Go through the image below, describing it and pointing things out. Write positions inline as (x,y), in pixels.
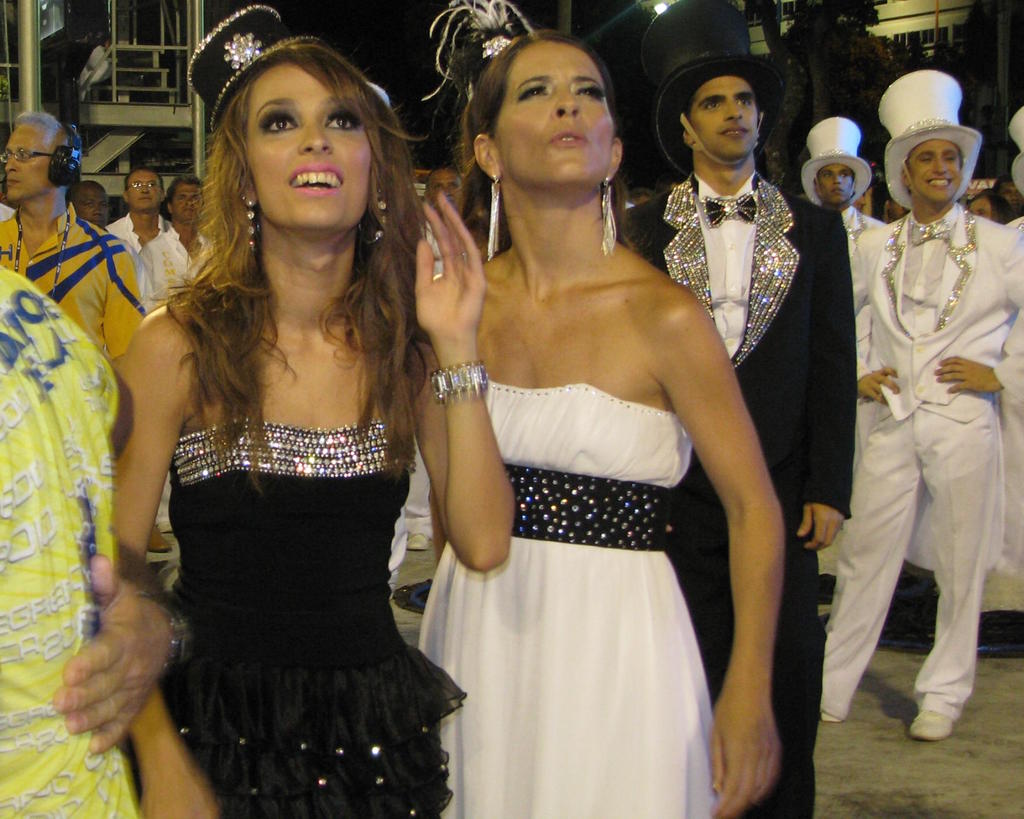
In this picture there are people (390,478). In the foreground (479,573) there are two women (482,546) in black and white dress (578,483). In the center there are men (702,229) mostly in suits (868,280) and hats (894,103). In the background (123,80) there are building (909,24), trees (817,35) and staircase (115,85). On the left (64,208) there is a person (73,213) with headphones (57,170).
